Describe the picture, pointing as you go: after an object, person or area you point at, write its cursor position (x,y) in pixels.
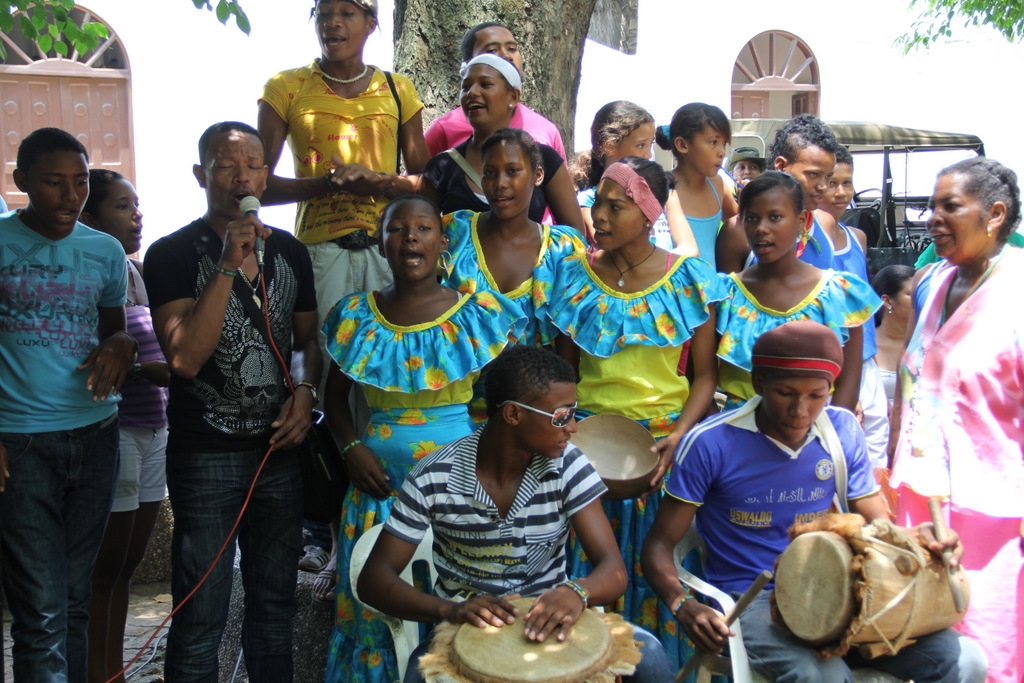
In this image I can see number of people (600,118) where two of them (493,529) are sitting and rest all are standing. I can also see few of them (490,551) are holding musical instruments (866,544) and one is holding a mic (243,206). In the background (572,7) I can see a tree (475,14) and a building (201,61).
